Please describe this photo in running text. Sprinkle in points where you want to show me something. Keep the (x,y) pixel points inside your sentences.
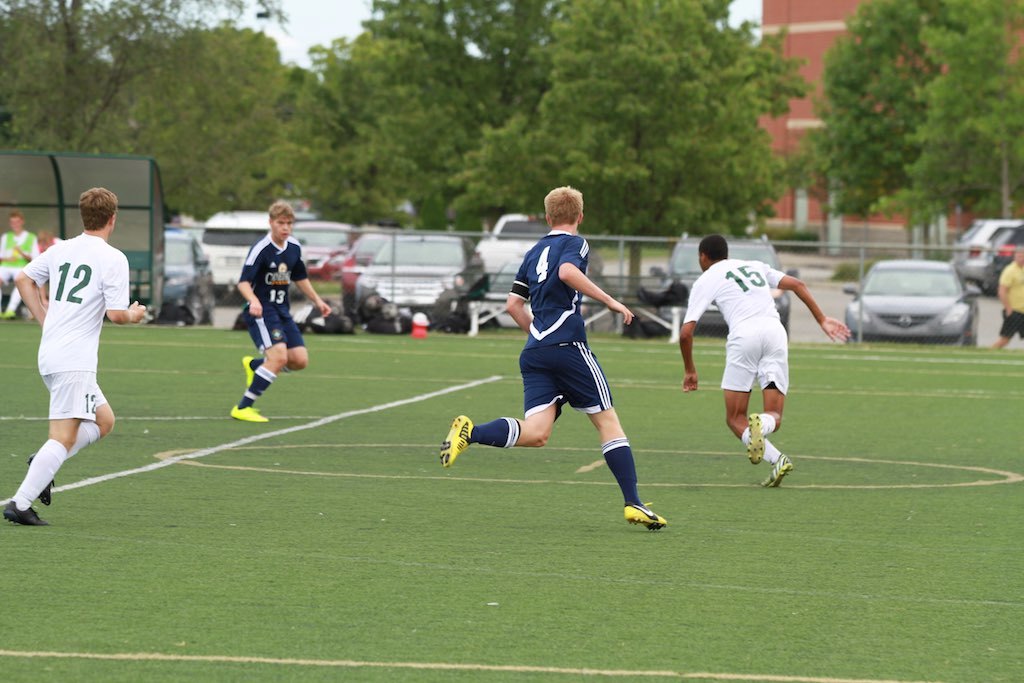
In front of the image there are four people (294,352) running on the grass (445,578). Behind them there are some objects (377,327). On the left side of the image (10,214) there are people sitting on the bench (135,285). In the background of the image (420,306) there is a metal fence (619,315). There are cars (410,306) on the road (818,279). There are trees (410,196), buildings (845,4). At the top of the image (301,5) there is sky (320,24).
